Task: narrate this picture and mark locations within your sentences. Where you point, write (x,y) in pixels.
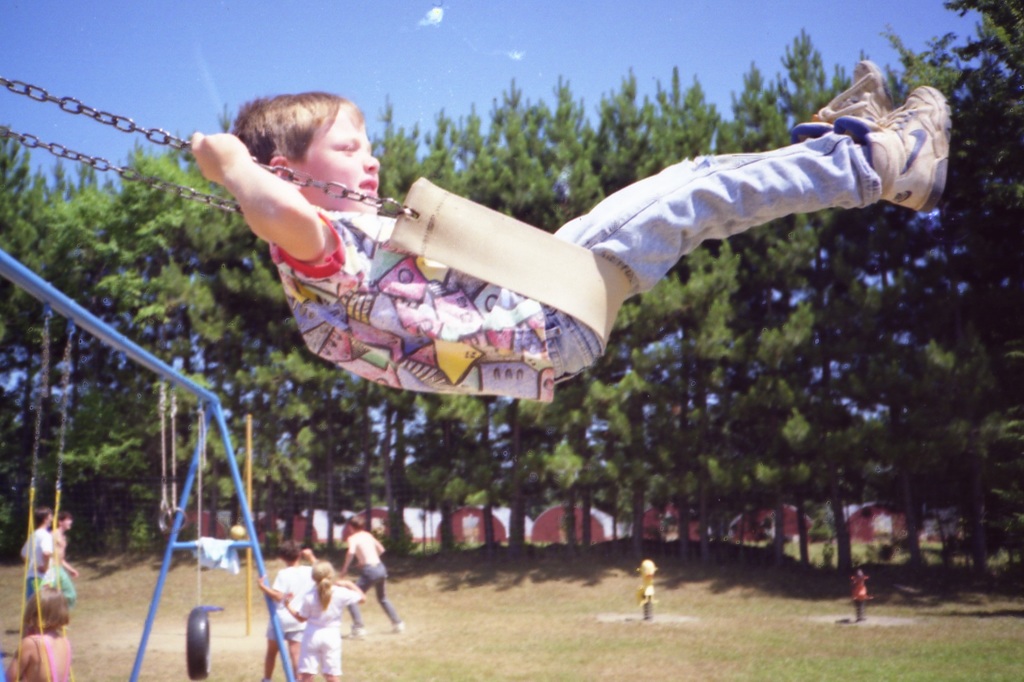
In this image we can see a boy (521,315) on a swing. On the backside (358,532) we can see a group of people (326,575) on the ground (380,626), some poles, rides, grass (657,633) and a tire (203,616) tied to a rope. We can also see some houses (678,514), a group of trees (636,379) and the sky (325,83).
